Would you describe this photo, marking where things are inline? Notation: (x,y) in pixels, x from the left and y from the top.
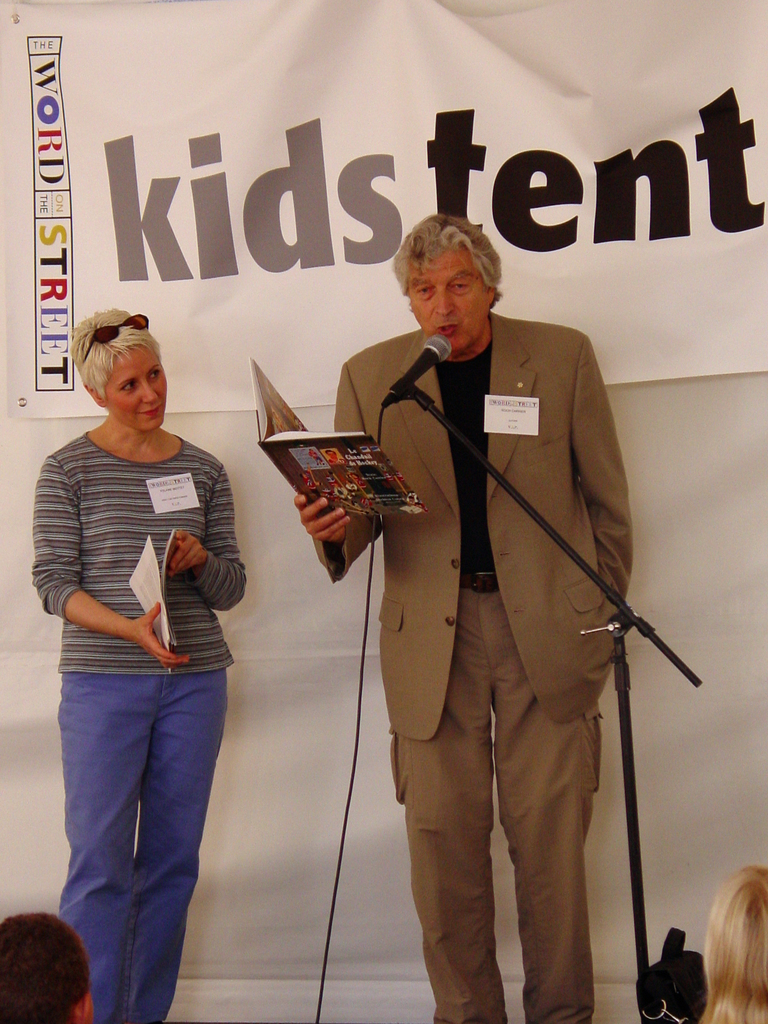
In the image there is an old man (424,256) with brown suit (473,629) standing and talking in mic (427,351) and holding a book (323,494), beside him there is a woman (115,639) with t-shirt (126,646) and blue jeans (117,721) standing and looking at him, behind them there is a banner (299,67), this seems to be on a stage (365,1023).
